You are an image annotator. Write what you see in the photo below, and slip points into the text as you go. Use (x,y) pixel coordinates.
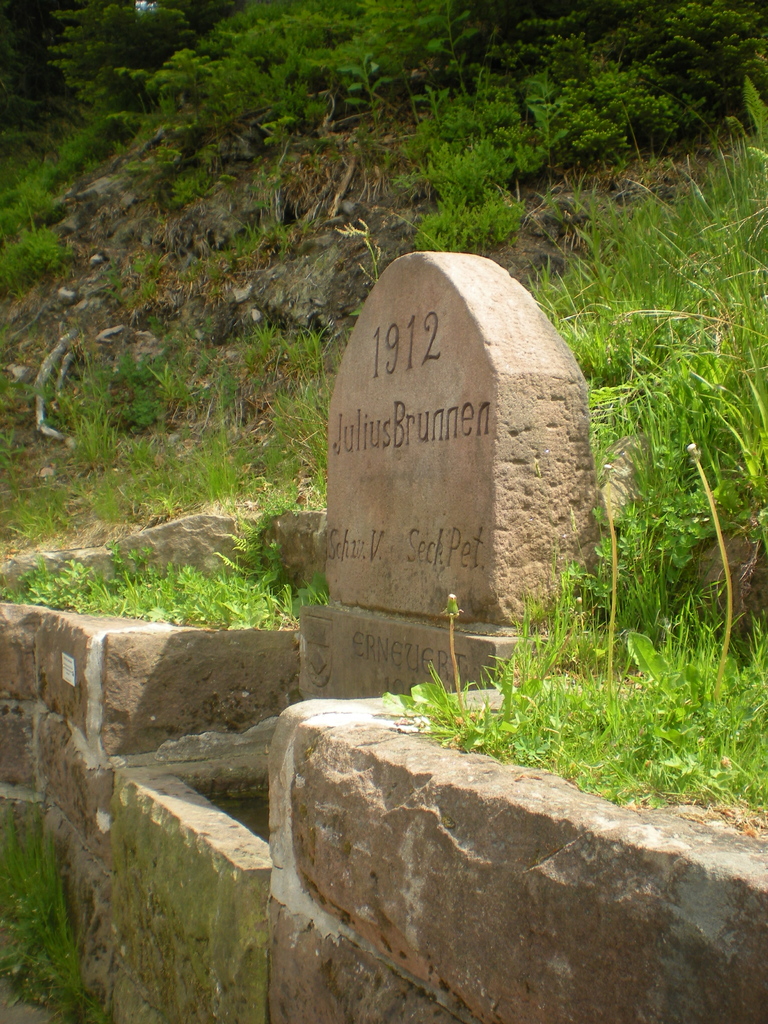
In this image there are plants (279,88) towards the top of the image (340,105), there is grass (690,430) towards the right of the image (685,319), there is a stone (419,636), there is text (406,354) and number (378,349) on the stone (375,453), there is a wall (154,911) towards the bottom of the image (310,952).
